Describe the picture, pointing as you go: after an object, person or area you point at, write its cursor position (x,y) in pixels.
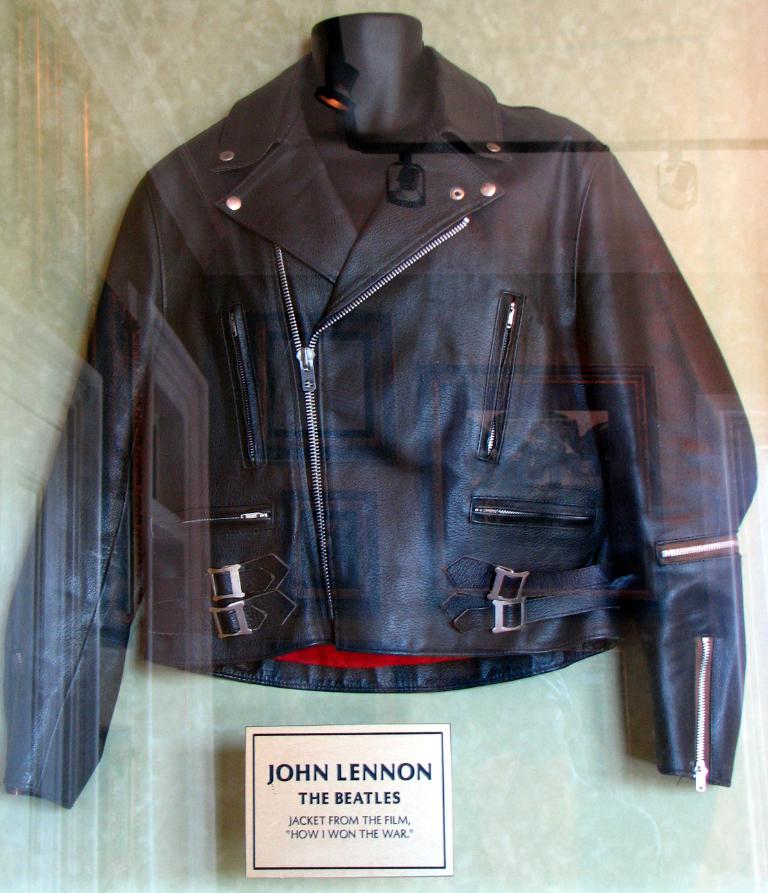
In the foreground (207,678), I can see the glass (291,583). At the back of it there is a black color jacket (279,369) to a mannequin (386,73). At the bottom of it I can see a white color paper (276,830) is attached on which I can see some text (333,800).
